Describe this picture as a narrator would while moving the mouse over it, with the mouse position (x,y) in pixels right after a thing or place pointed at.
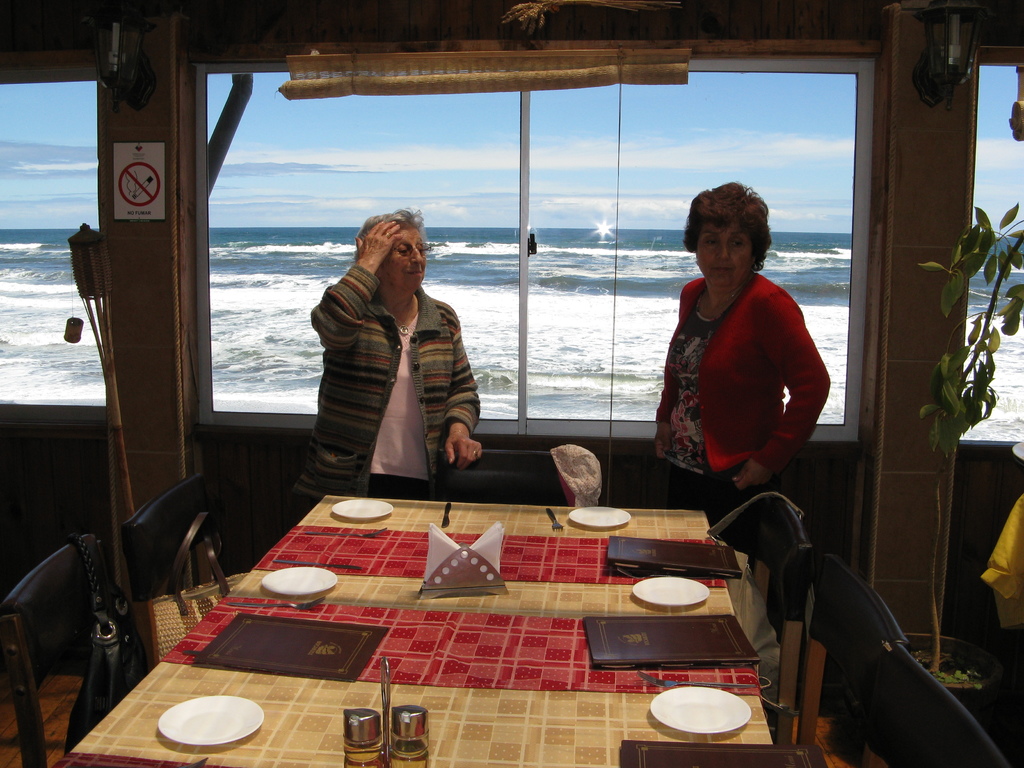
This image is clicked in a restaurant (124,534) near the beach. In this image there are two women (701,426) standing. In the front (460,763), there is a table (499,746) on which there are plates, menus (329,637) and tissues (491,538). In the background (218,197), there is a window (690,106) from which we can see the ocean (568,255). To the right (962,652), there is a houseplant (939,444).
